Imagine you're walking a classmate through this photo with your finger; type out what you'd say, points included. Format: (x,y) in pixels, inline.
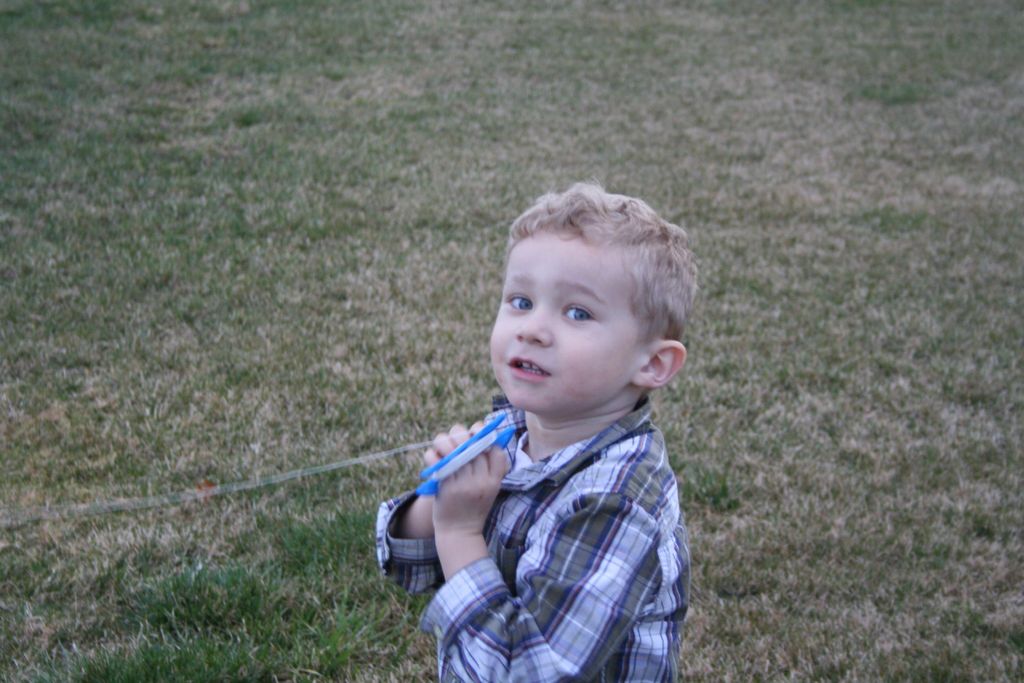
In this image, we can see a kid (641,593) wearing clothes (585,578). There is a grass (640,144) on the ground (875,438).
